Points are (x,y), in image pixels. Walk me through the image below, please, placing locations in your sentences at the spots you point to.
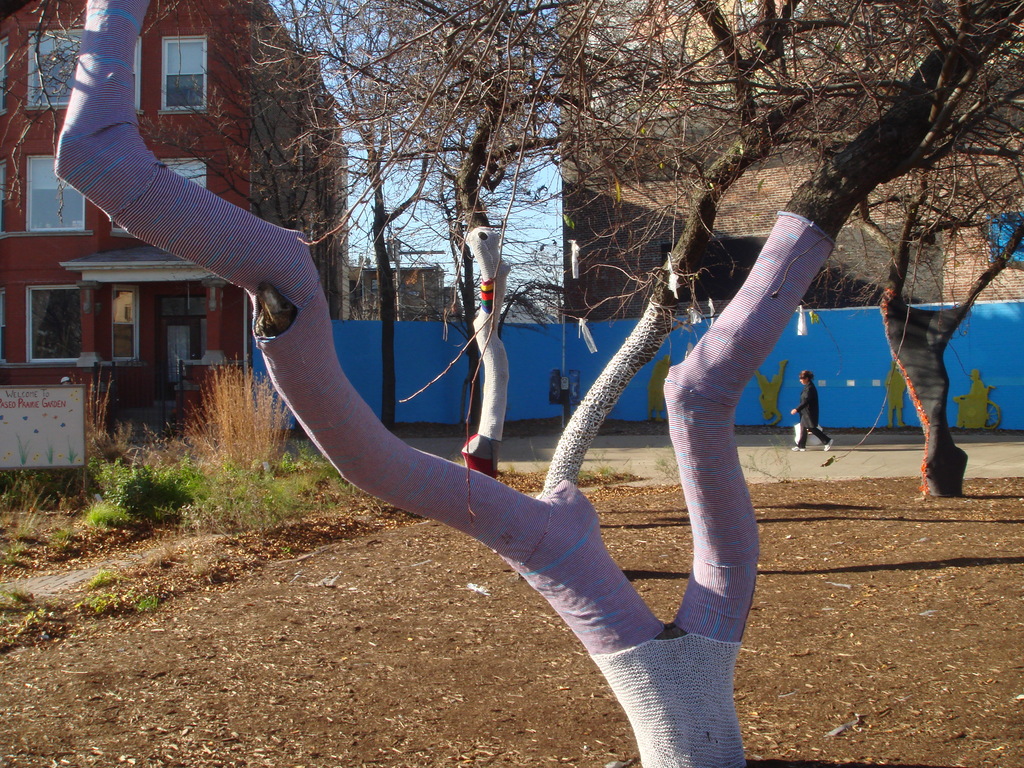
In the center of the image (677,269) we can see trees (494,348) are there. In the background of the image (173,266) we can see buildings (187,320), door (171,371), windows (118,321), boards (611,334) and person (816,425) are there. At the top of the image (531,222) sky (531,222) is there. At the bottom of the image (325,614) we can see some plants (150,471), grass (147,459), board (68,439), ground (192,636) are there.
